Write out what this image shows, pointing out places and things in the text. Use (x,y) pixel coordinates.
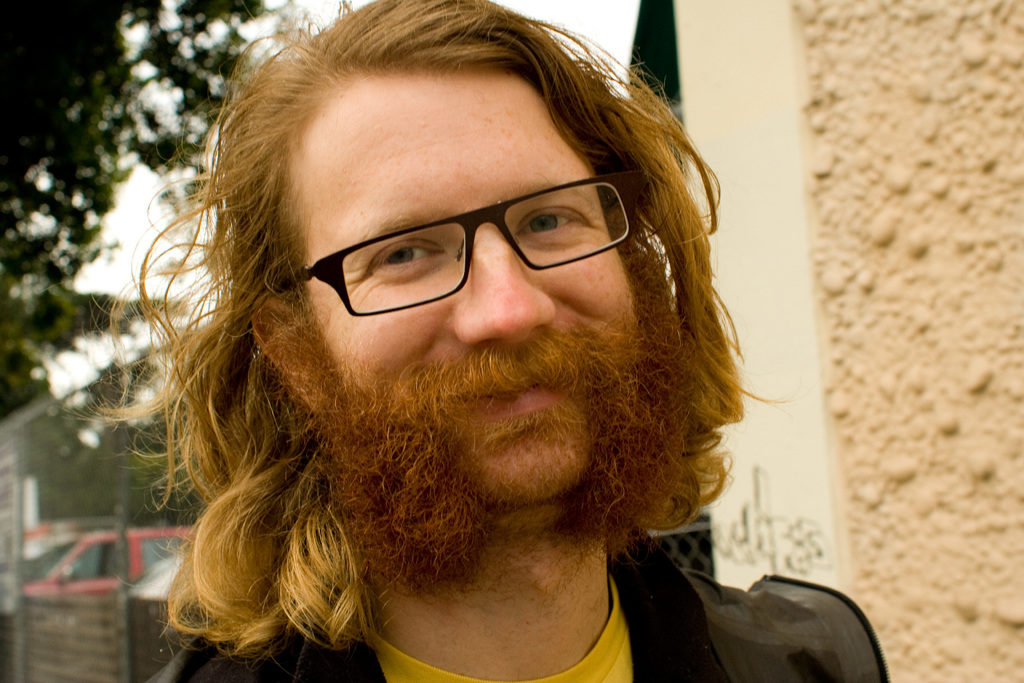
In this image we can see a person (537,521) wearing specs (428,247). On the right side (840,141) there is a wall (931,277). In the background (93,122) it is looking blur.
